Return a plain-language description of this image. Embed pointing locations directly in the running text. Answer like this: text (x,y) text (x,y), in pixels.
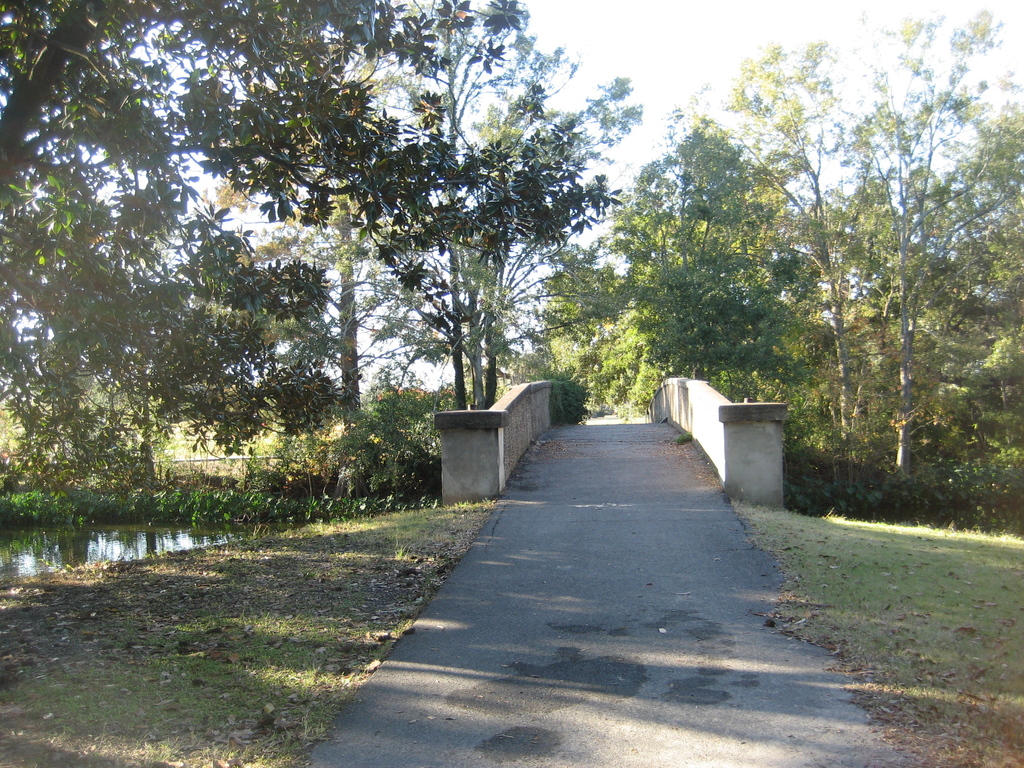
This picture is clicked outside. On the right (947,556) we can see the trees (900,380), green grass (951,767). In the center (582,426) there is a path (615,460). On the left (114,542) there is a water body (126,549) and we can see the plants (276,451), trees (25,265) and grass (299,554) and we can see the cement fence (526,413). In the background (710,47) there is a sky (584,33).
